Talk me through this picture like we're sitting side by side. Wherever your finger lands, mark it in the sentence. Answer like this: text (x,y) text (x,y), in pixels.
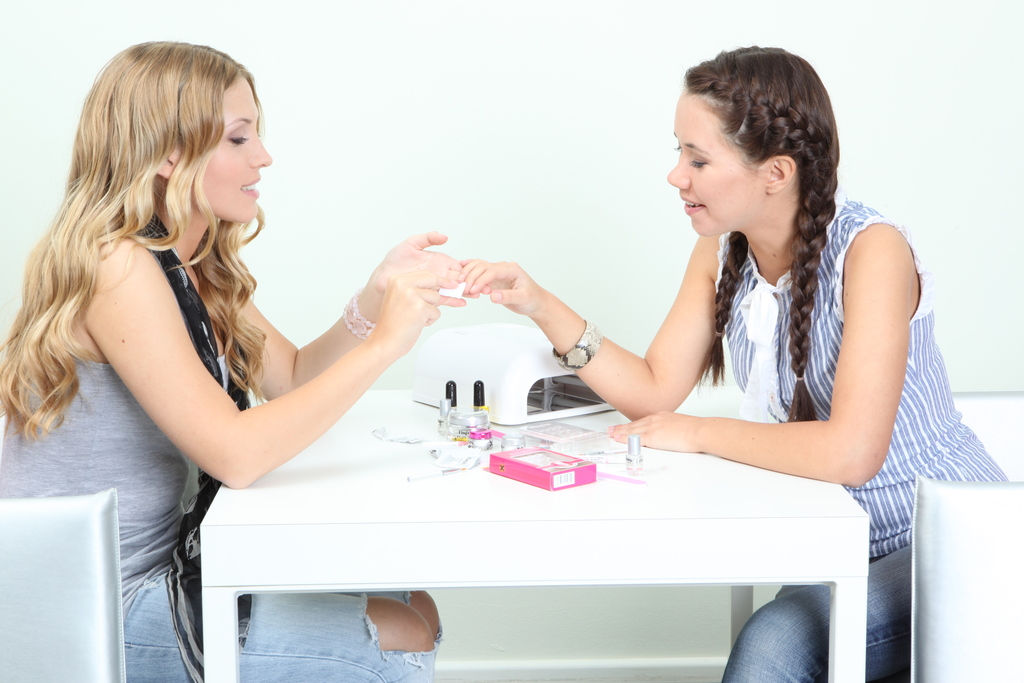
here we can see a woman (387,344) is sitting on a chair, and in front (609,447) there is the table (579,418) and some objects (603,436) on it, and to opposite her a girl (748,287) is sitting and smiling, and here is the wall (421,198).
